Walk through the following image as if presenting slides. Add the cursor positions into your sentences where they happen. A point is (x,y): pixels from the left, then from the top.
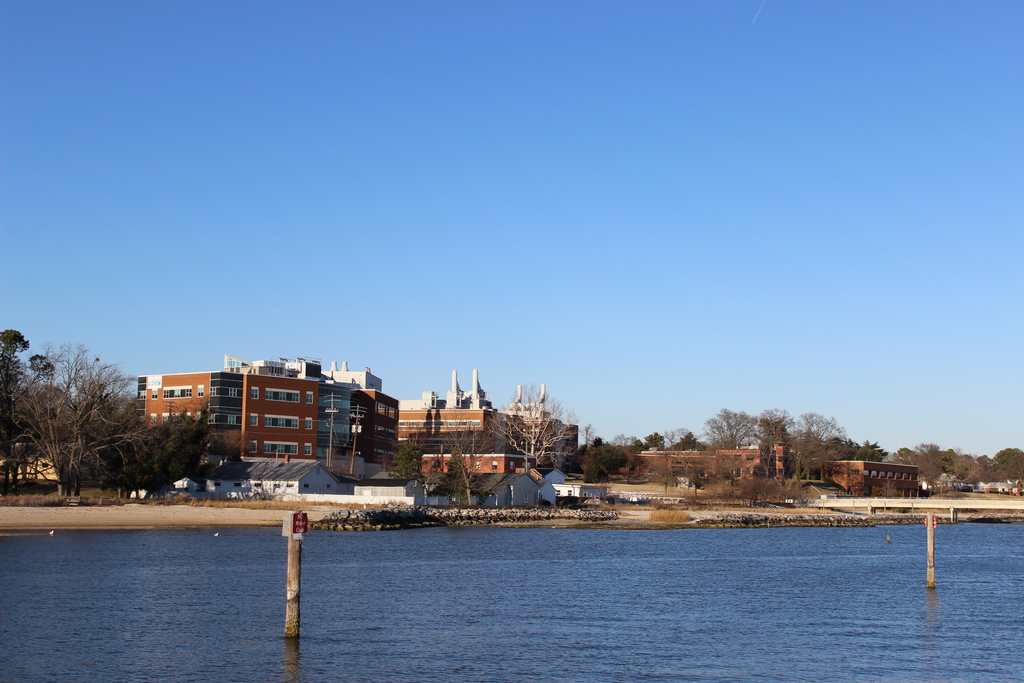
In the image we can see there is a river (575,591) and there are trees (477,443). Behind there are buildings (505,465) and there is a clear sky (454,198) on the top (454,198).
